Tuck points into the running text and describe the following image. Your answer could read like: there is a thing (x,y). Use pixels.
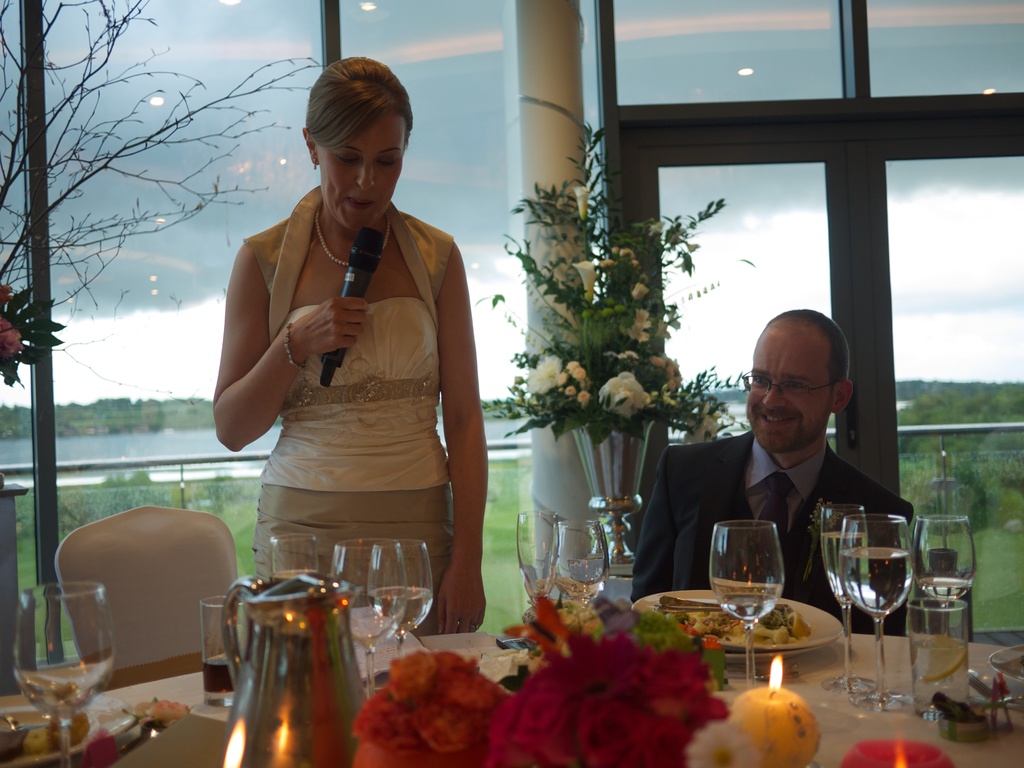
This woman (356,336) is standing and holds a mic (348,297). Beside this woman (387,491) a man (693,471) is sitting on a chair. In-front of this people (418,393) there is a table (989,760), on a table (820,687) there is a candle (781,714), flowers (680,686), plate (769,647), glass (758,569) and food (784,629). Flowers (614,378) with flower vase (620,481). Outside of this glass window (166,194) there are trees (972,472) and water (181,453). Sky (950,241) is cloudy.
